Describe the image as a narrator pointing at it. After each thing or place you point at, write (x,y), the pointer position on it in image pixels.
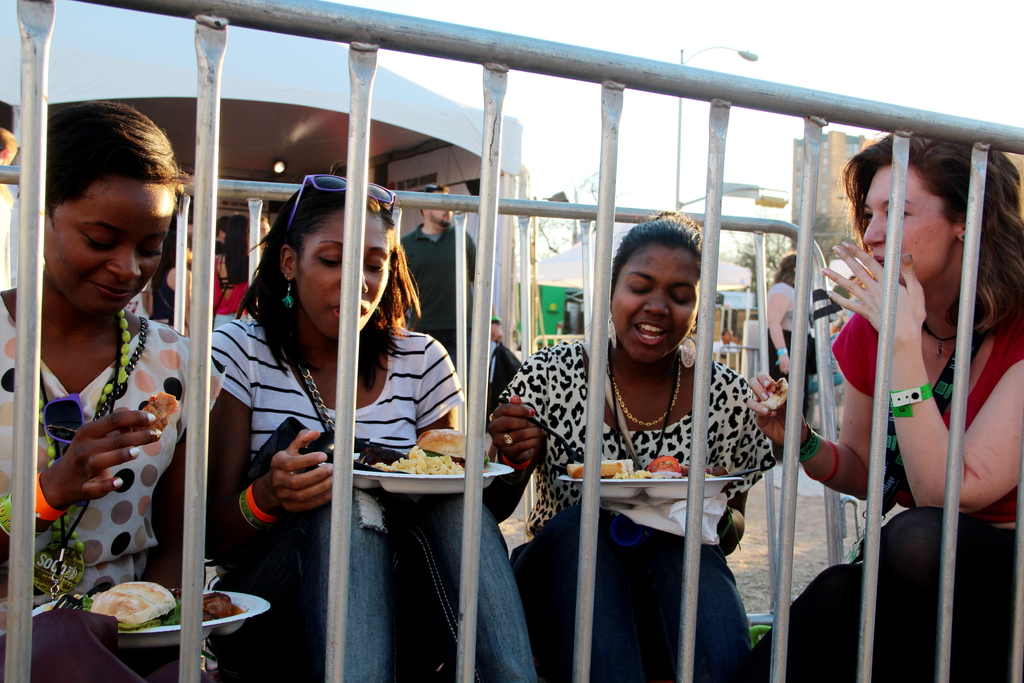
In this image there are iron grills (486,307), four persons (369,586) sitting and having food (429,456), there are food items (429,456) on the plates (390,475), and in the background (571,331) there are group of people (455,306), stall (727,266), building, tree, sky (552,146).
